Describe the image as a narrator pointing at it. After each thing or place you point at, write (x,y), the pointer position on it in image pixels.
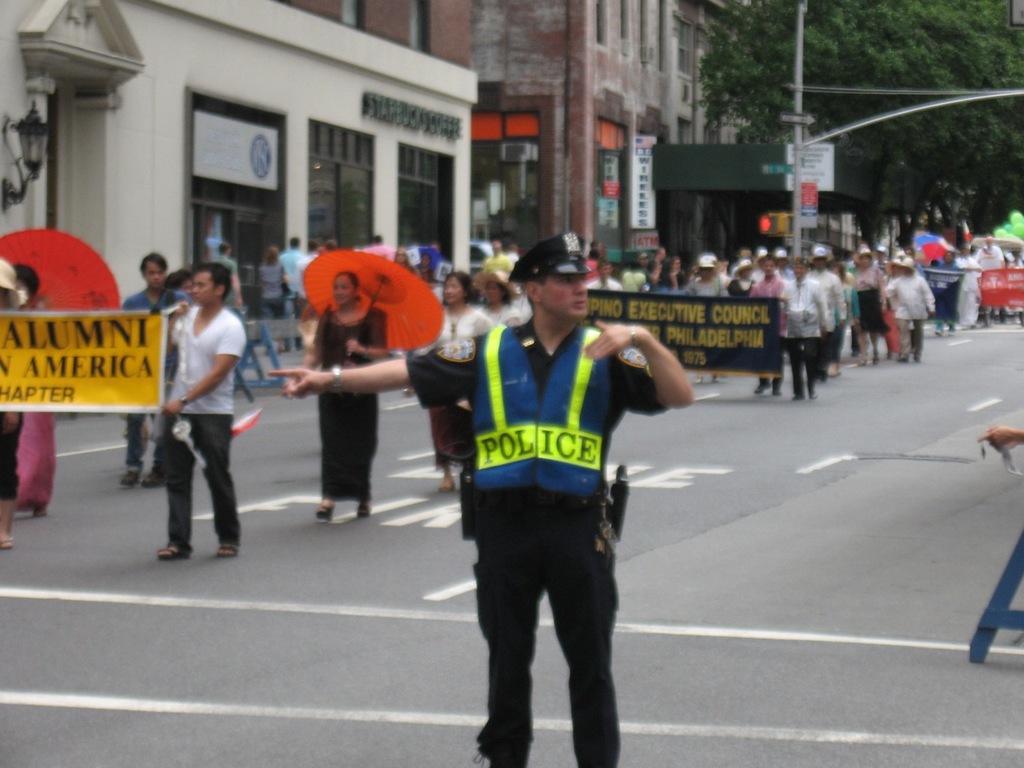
In this image in the middle (570,440), there is a man (569,491), he wears a shirt (537,361), trouser (551,600), cap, he is standing. On the left (224,416) there is a man (219,407), he wears a white t shirt (203,370), trouser (208,456), he is holding a poster (145,386), behind him there is a woman (351,354), she wears a dress (343,413), she is holding an umbrella (382,301). In the middle (610,295) there are many people (799,302), buildings (506,193), poles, posters (773,350), balloons (1020,235), trees (897,191) and road (809,446).
